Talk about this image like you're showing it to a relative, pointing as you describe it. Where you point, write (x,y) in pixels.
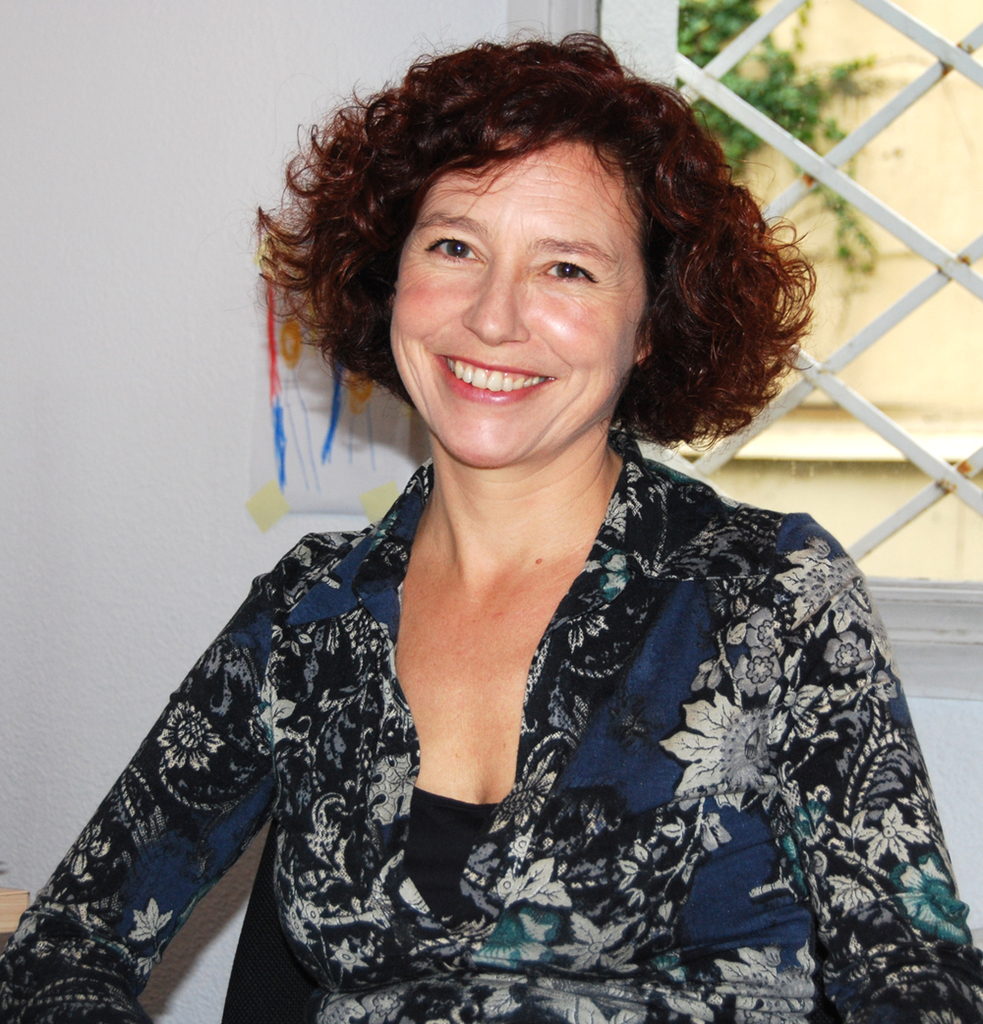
In this image, we can see a person (324,843). In the background (143,705), we can see the wall (210,282) with an object (290,472) and a window (909,81). We can also see a plant (681,24).
